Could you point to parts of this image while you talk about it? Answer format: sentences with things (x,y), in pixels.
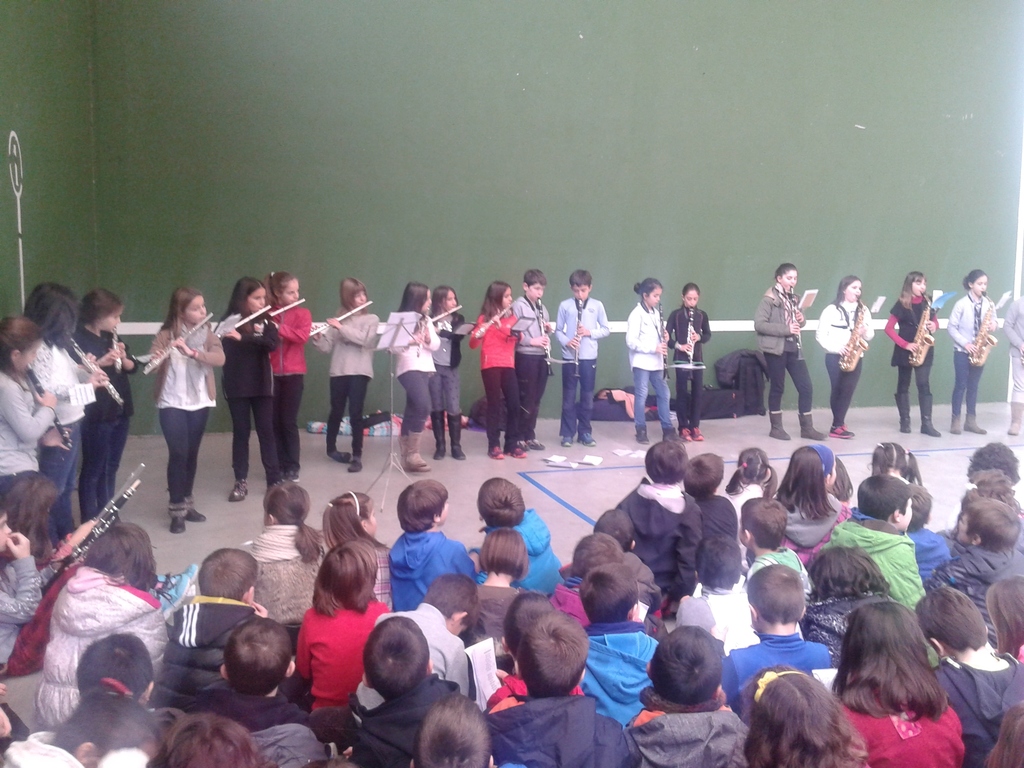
In the center of the image (498,285) we can see a group of people (188,367) are standing and holding musical instruments (501,317). In the center of the image (411,334) we can see a stand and book (400,324). At the bottom of the image (578,636) we can see a group of people (431,555) are sitting. In the background of the image (424,275) we can see the wall (697,264) and bags (753,363). In the middle of the image (383,459) we can see the floor (495,470) and papers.
